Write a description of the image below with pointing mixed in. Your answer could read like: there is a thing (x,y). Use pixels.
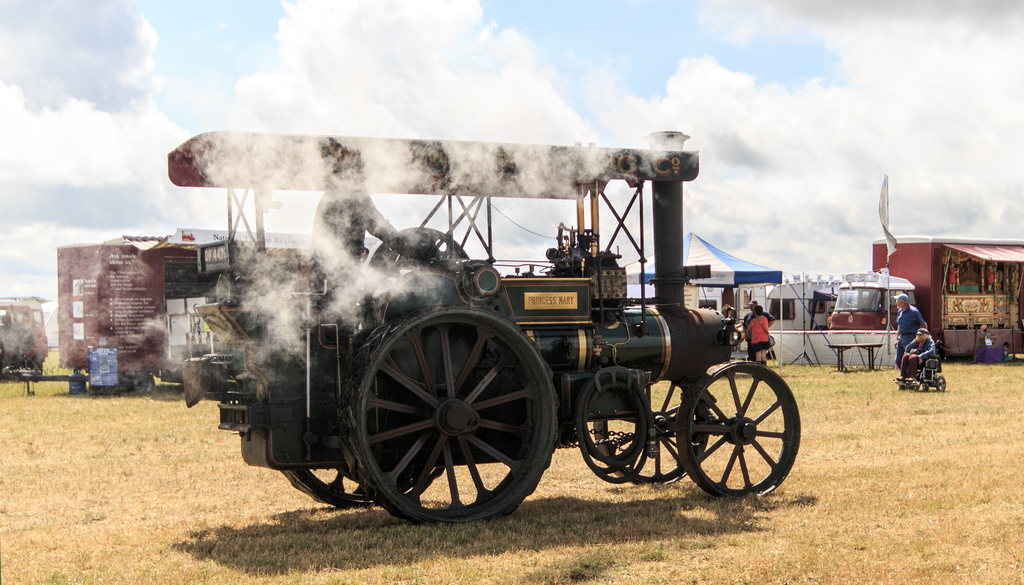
In this image I can see a vehicle (504,380) which is green, black and cream in color and I can see smoke (356,290) and the ground (847,511). I can see some grass (876,435), few persons (745,320) standing, a person (910,366) sitting in a wheel chair (922,369), few other vehicles (838,312), a store (899,265), a tent (716,257) and the sky (594,82).
